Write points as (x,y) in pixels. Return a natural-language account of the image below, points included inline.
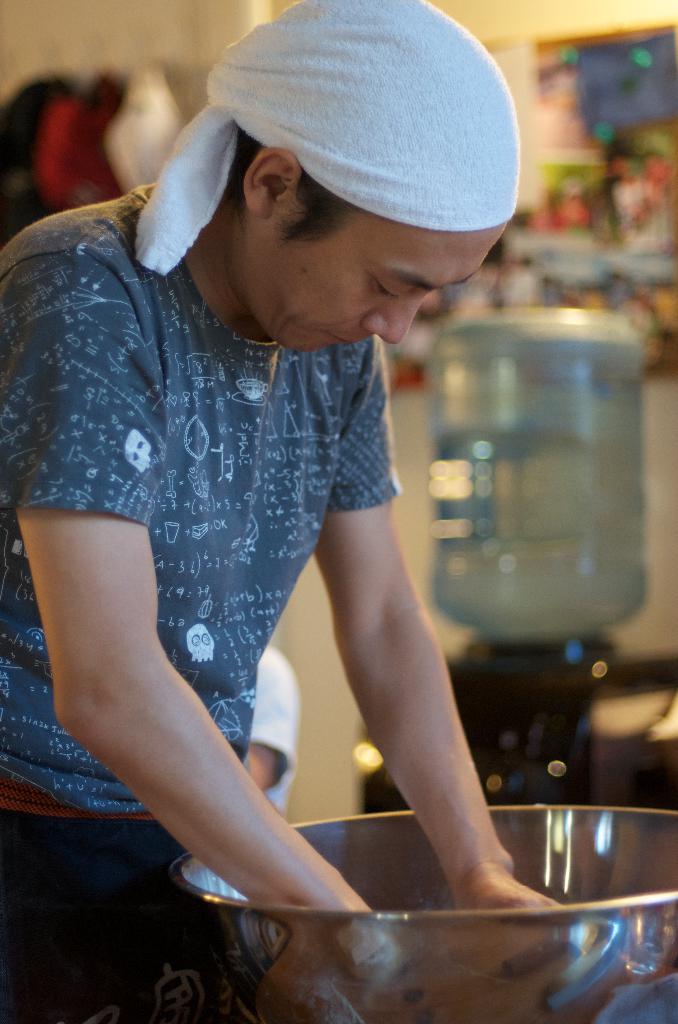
The picture consists of a person (51,477) standing, wearing a blue t-shirt (130,502), in front of him there is a bowl (413,873). In the background (561,501) there are posters (627,176), cloth (115,128), person (296,758), water bottle (543,501), wall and other objects (550,651).
